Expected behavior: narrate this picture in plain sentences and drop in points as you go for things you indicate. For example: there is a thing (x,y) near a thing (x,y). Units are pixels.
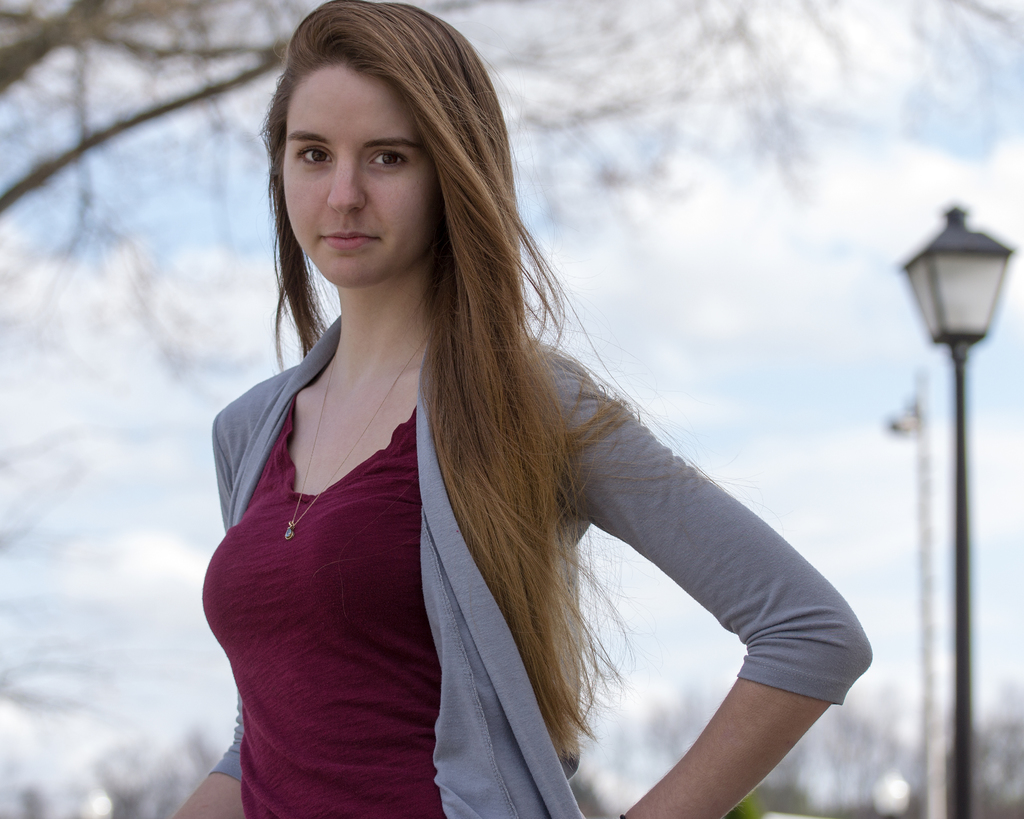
In the center of the image (491,462) there is a girl (430,546) wearing a shrug (628,506). In the background (734,172) we can see sky (708,239) and also a light pole (966,296) and a tree (92,12).
